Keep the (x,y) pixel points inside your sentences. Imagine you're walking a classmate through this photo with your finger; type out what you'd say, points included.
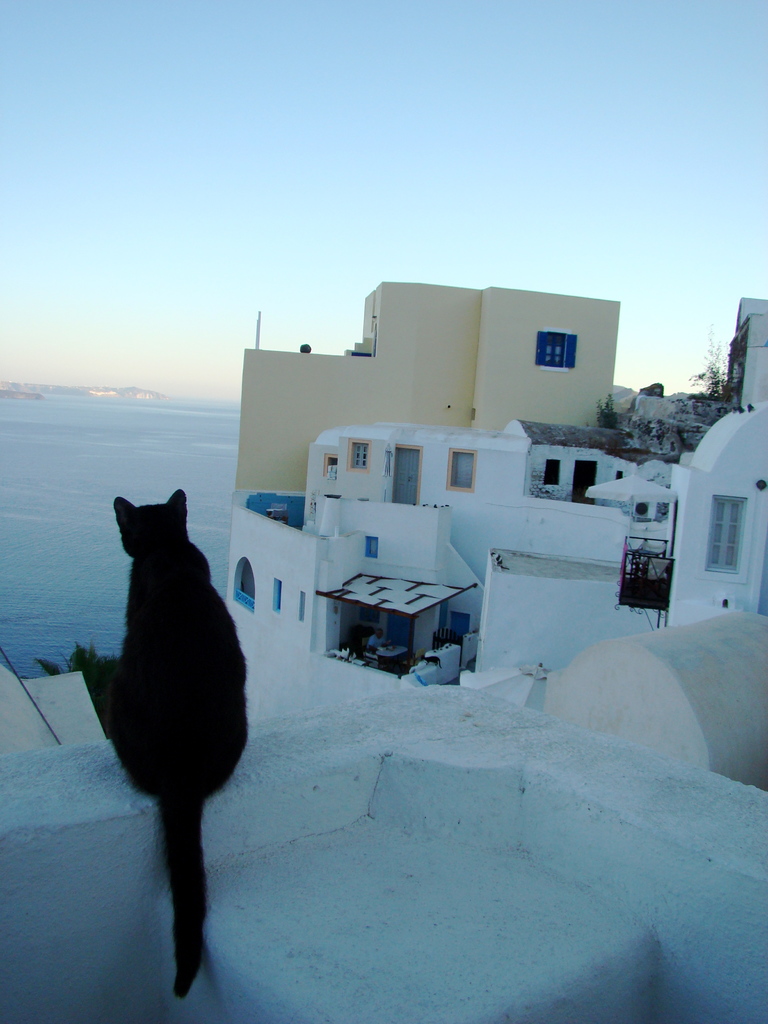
In this image there is a cat (197,696) sitting on the wall (45,839) of a building (281,892). In the background (371,439) there are buildings (391,516), sea (180,408) and the sky (158,297).
